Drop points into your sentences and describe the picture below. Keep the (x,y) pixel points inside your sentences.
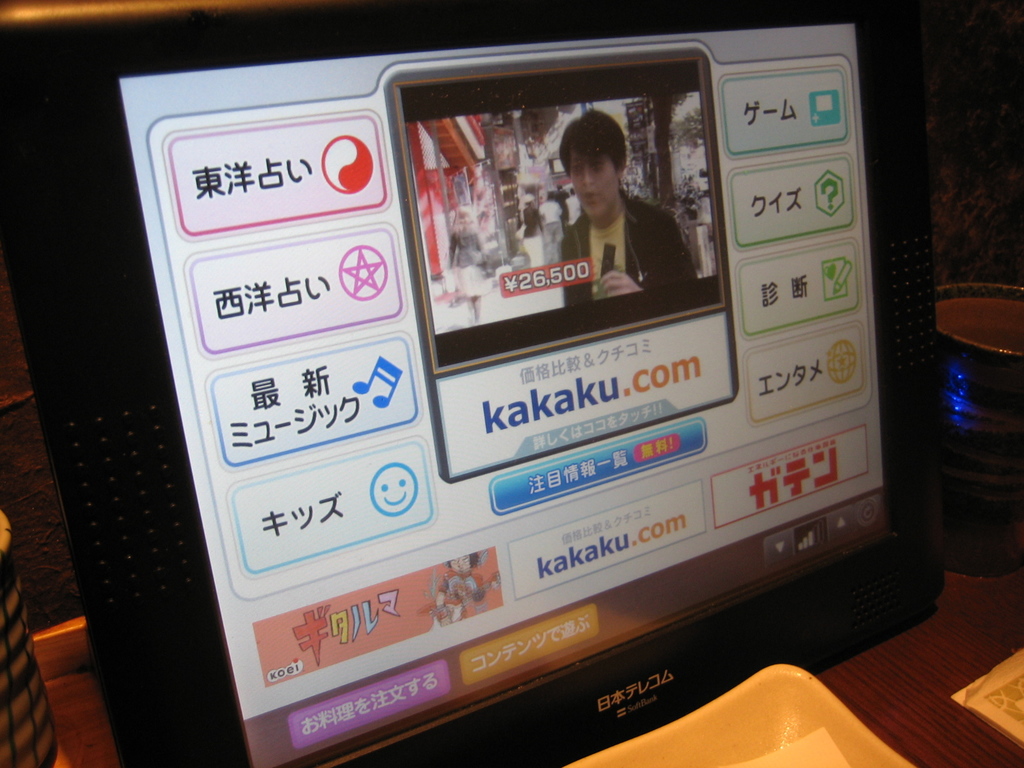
In this image we can see the T. V (366,689). And we can one man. And we can see some text (570,535) written. And on the right (985,511), we can see coffee mug (990,526). And we can see the bowl (723,715). And on the left (39,711) we can see something.
